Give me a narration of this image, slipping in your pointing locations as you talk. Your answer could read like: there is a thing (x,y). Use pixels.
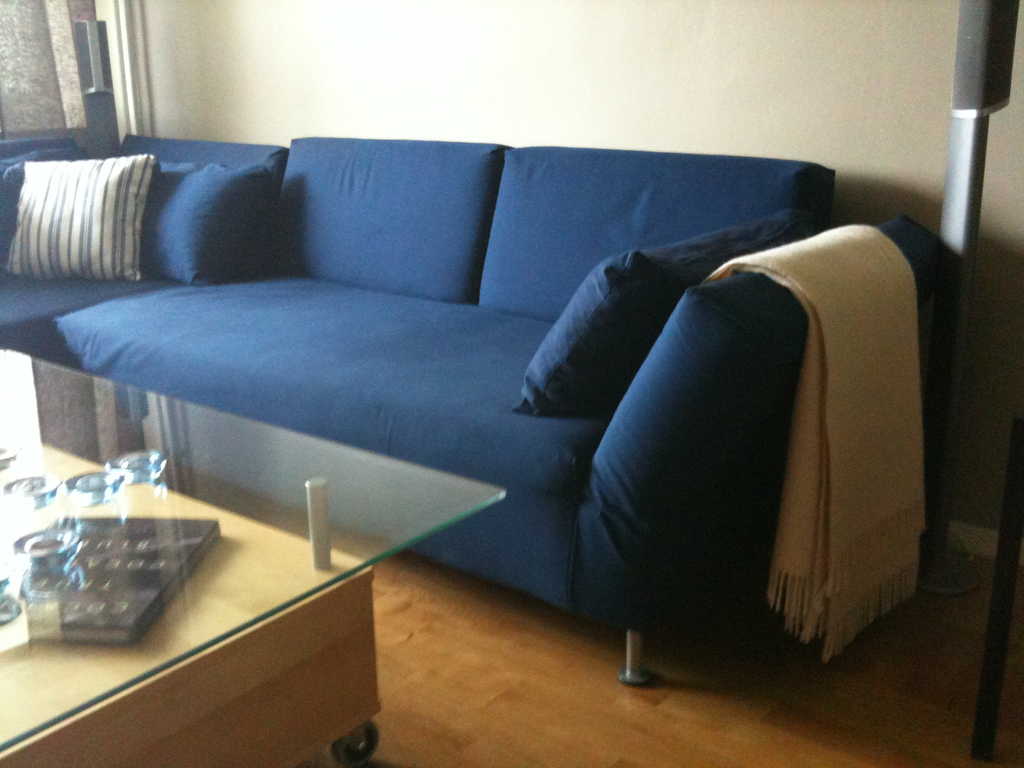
This picture shows a sofa bed (487,334) and we see couple of pillows (220,235) and a cushion (204,246) and a blanket (827,464) and a table (190,584).
